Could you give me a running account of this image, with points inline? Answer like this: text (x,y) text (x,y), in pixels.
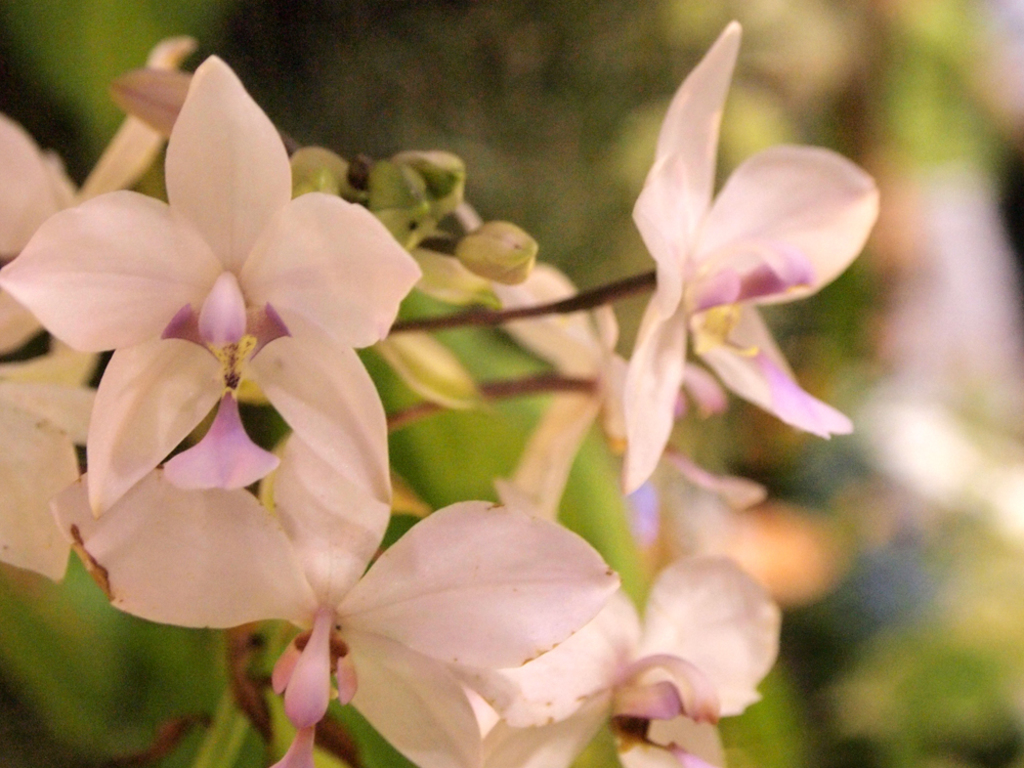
In this image I can see few white and purple color flowers (227,320). I can see green color and blurred background (939,55).
